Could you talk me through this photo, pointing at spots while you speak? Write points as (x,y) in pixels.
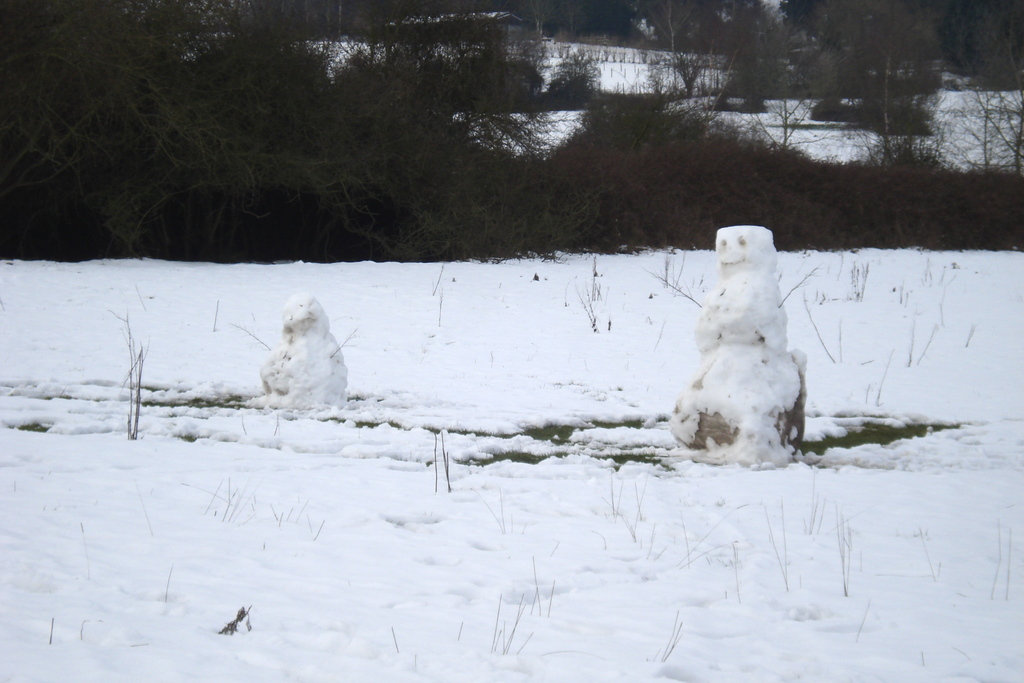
In this picture we can see snow (757,544) at the bottom (650,587), there are two snow dolls (719,386) in the middle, in the background (443,95) we can see trees (443,95).
